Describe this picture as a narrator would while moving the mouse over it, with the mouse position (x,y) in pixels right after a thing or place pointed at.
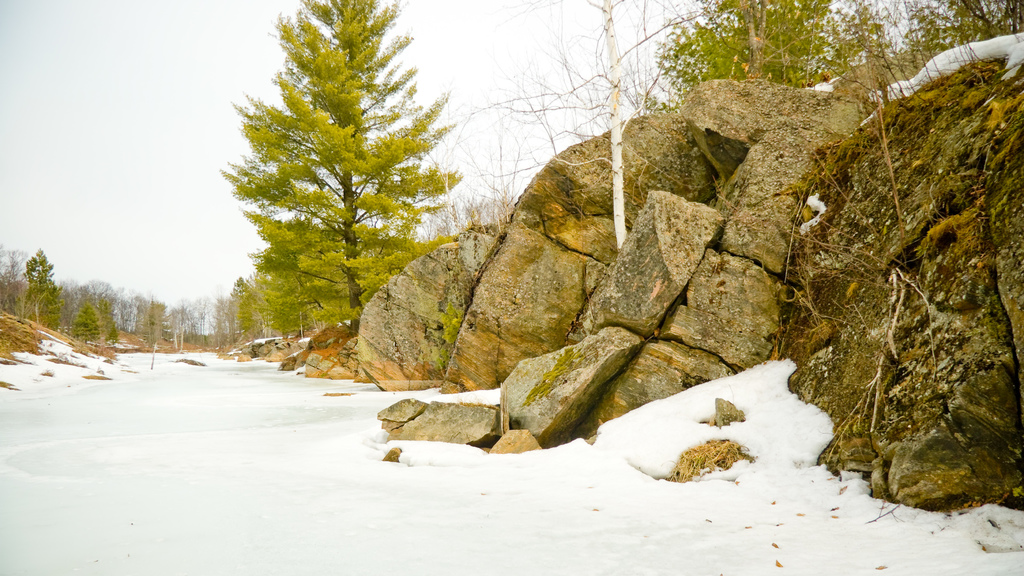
In this picture we can see the trees (292,195), rocks (951,357). At the bottom of the image (574,456) we can see the snow (284,481). At the top of the image (99,14) we can see the sky (211,19).
